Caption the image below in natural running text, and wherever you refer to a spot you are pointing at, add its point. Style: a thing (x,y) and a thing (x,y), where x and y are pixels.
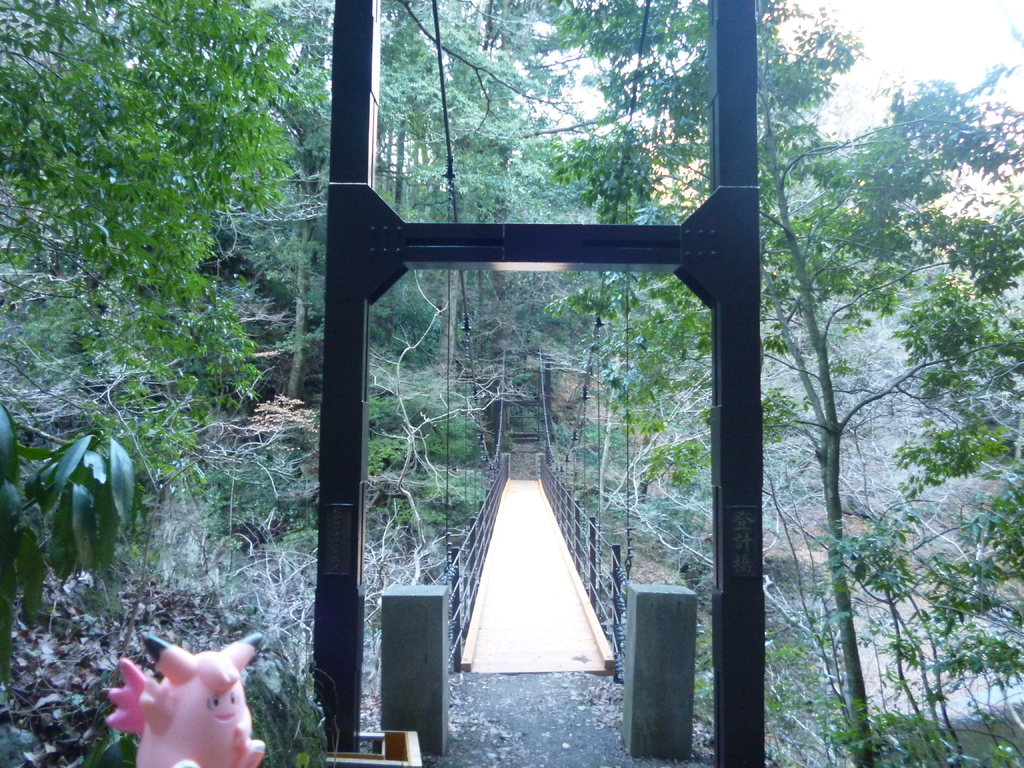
On the left side (156,681), there is a doll (150,737). In the background (566,659), there is a bridge (553,603). On both sides of this bridge (505,564), there are plants (302,424) and trees (822,462). In the background (909,10), there is sky (893,4).
